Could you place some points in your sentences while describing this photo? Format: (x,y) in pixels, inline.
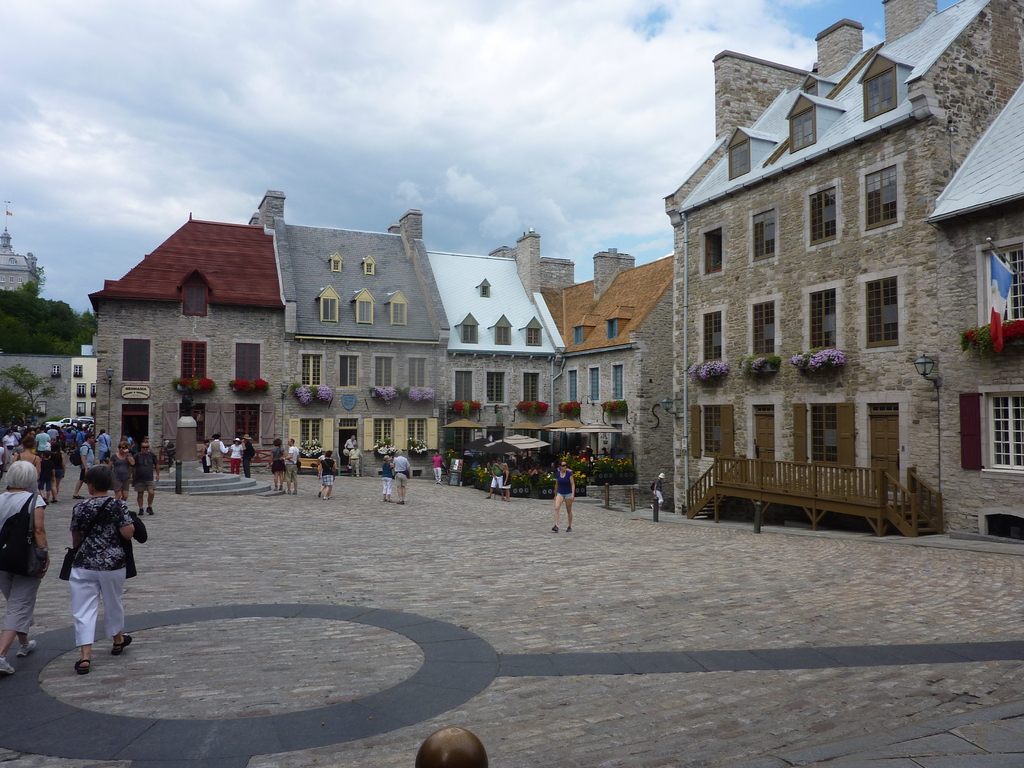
In this image, I see lot of people (13,432) on the path (787,626) and lots of building (1004,56) over here. There are plants (253,387) on the building (442,408) and there is a flag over here. In the background (554,214) I see the sky (100,202).
